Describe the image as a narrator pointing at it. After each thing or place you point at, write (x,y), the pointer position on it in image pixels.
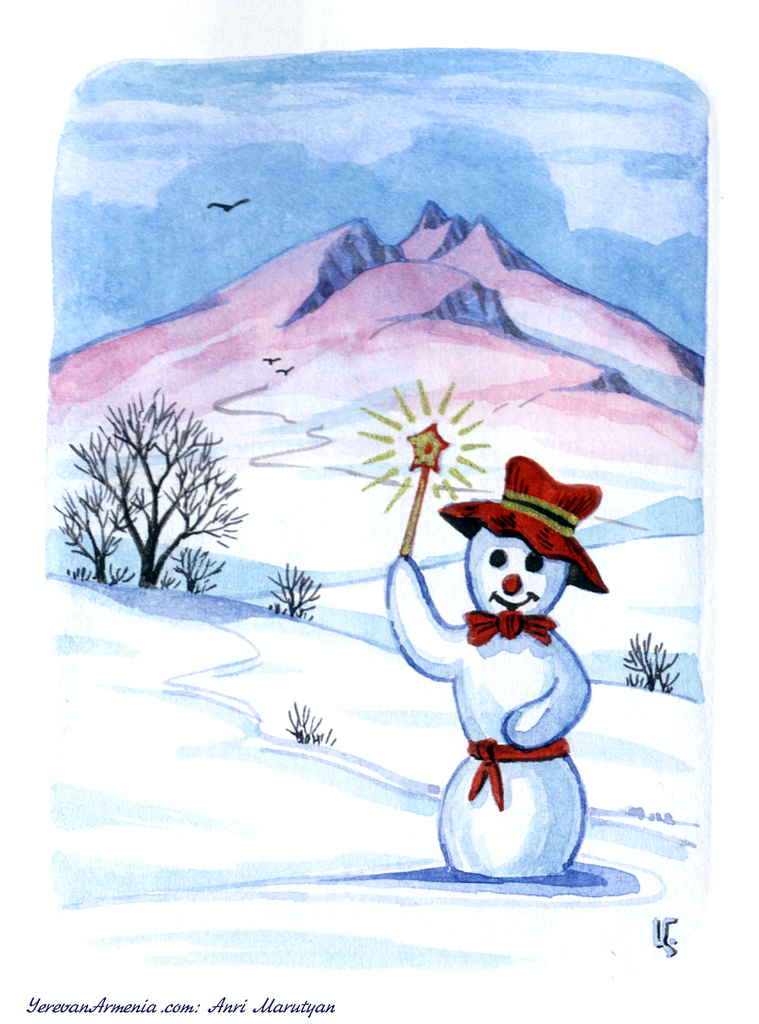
In this image we can see a painting (299,719). In the painting (257,617) we can see mountains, plants (309,587) and a snowman (532,763). In the snowman hand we can see an object (406,532). At the bottom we can see some text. At the top (183,190) we can see a bird (247,197) flying and the sky (254,122).
